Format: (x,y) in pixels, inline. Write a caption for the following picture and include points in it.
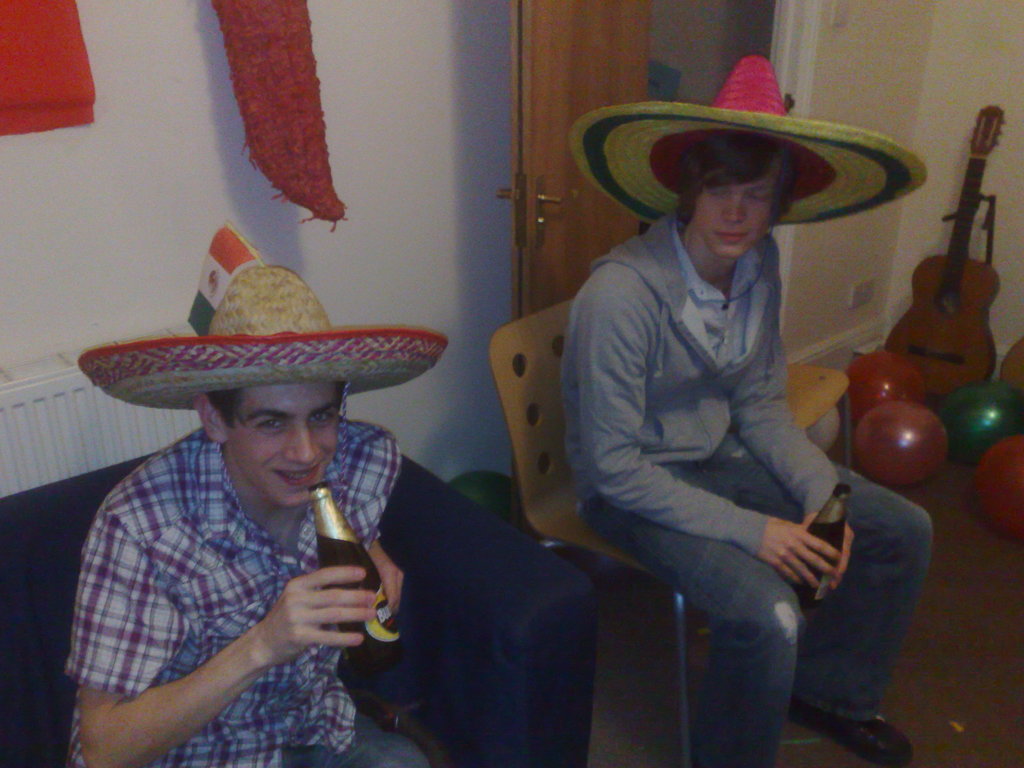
In this image I can see two people (310,470) with different color dresses (136,534). I can see these people (193,592) are holding the beer bottles (345,561) and wearing the hats (659,121). To the right (836,412) there are balloons (900,408) and the guitar (930,326). In the back (123,195) I can see the wall (343,97) and the brown color door (565,114).
